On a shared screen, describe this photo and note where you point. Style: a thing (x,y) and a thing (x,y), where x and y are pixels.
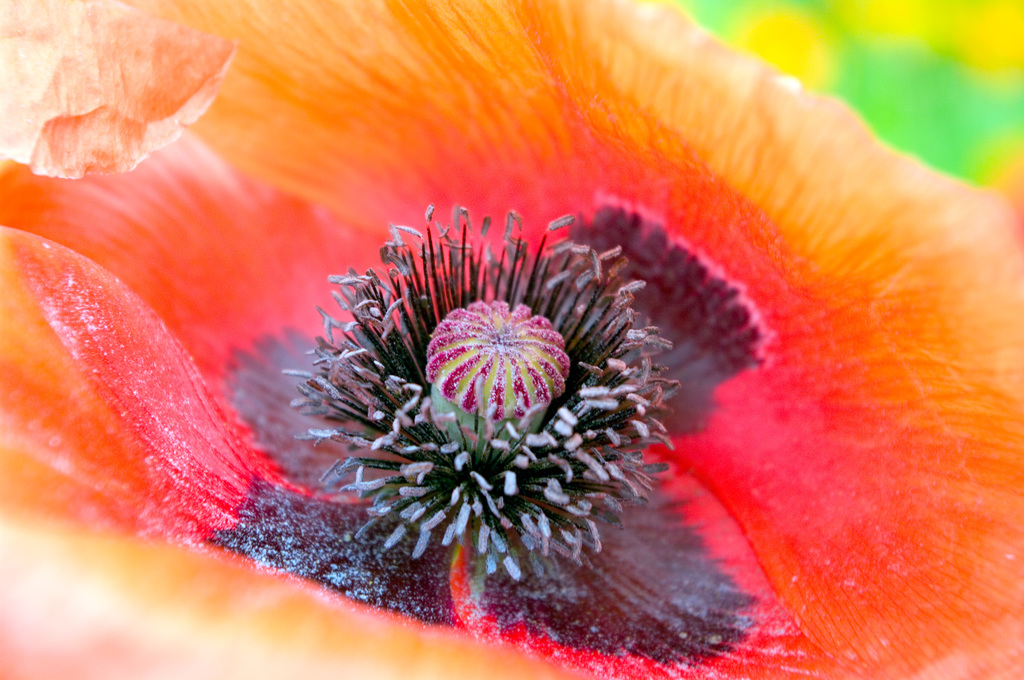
In this image I can see a flower (423,211) and its buds (596,253) in the front (637,315). I can see color of the flower (648,263) is orange, red and black.
